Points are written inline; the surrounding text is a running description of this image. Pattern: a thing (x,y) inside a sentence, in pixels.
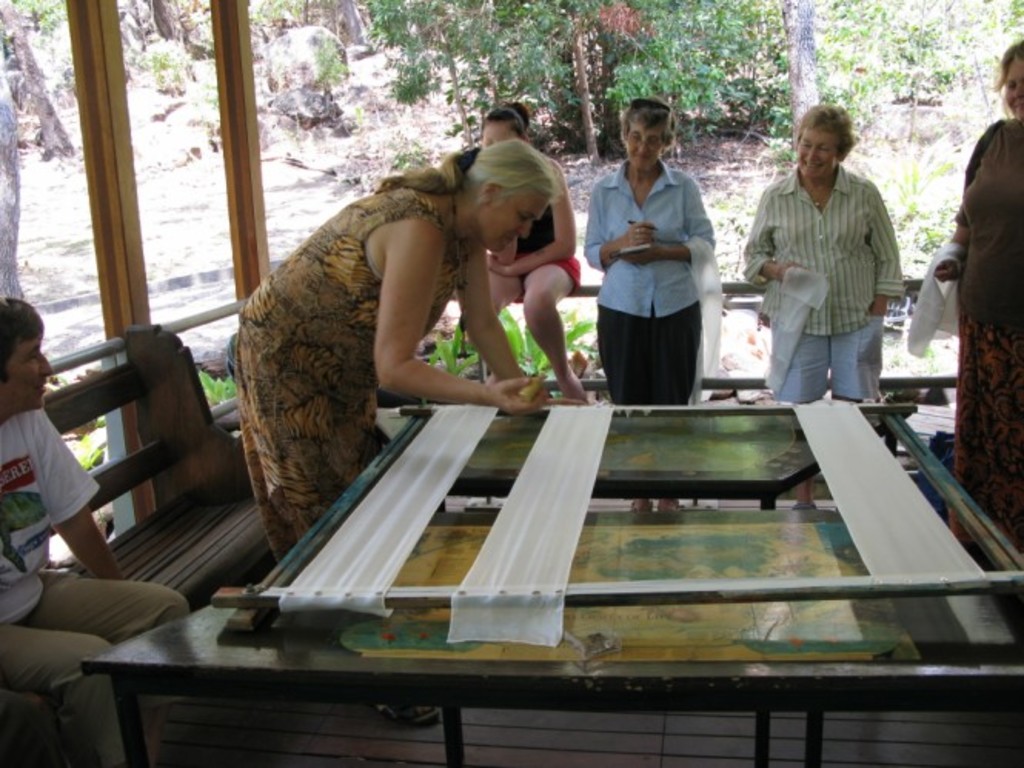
There are many people (490,266) standing in this picture. Two of them (549,283) were sitting. Woman (304,487) is standing in front of a table (463,476) is working on something with her hand (512,393). In the background (502,63), there are some trees (499,75) and rock (308,77) here.
